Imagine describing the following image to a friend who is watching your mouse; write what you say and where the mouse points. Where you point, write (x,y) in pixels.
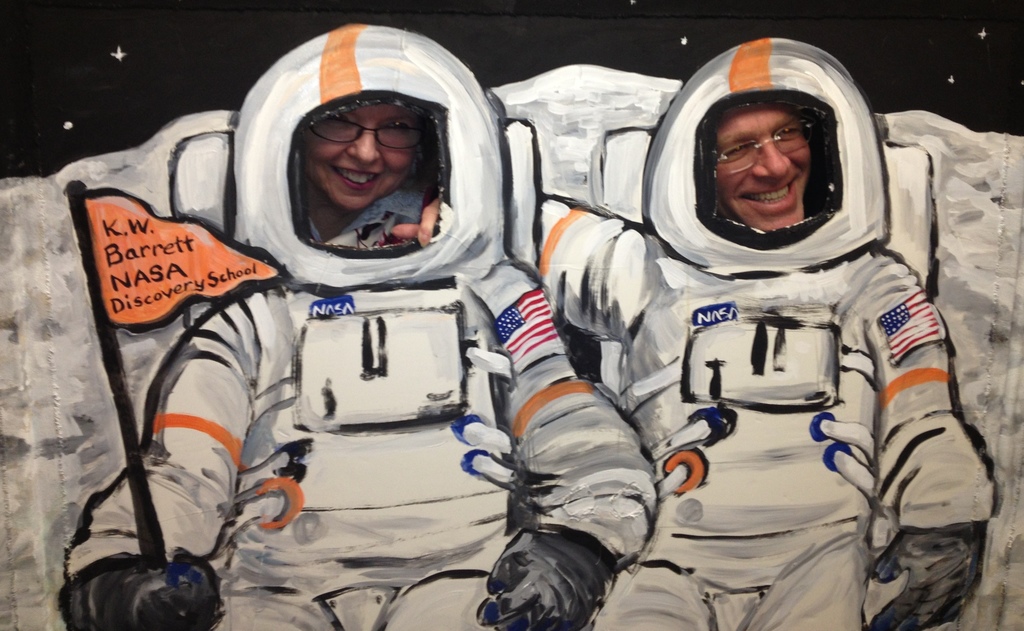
In this image we can see a wall (674,392) with a painting (623,369) of astronauts (539,381). Also there are holes (817,207) on the wall (706,196). Through the walls (693,178) we can see heads (341,191) of person (353,179). They are wearing specs (371,128).
